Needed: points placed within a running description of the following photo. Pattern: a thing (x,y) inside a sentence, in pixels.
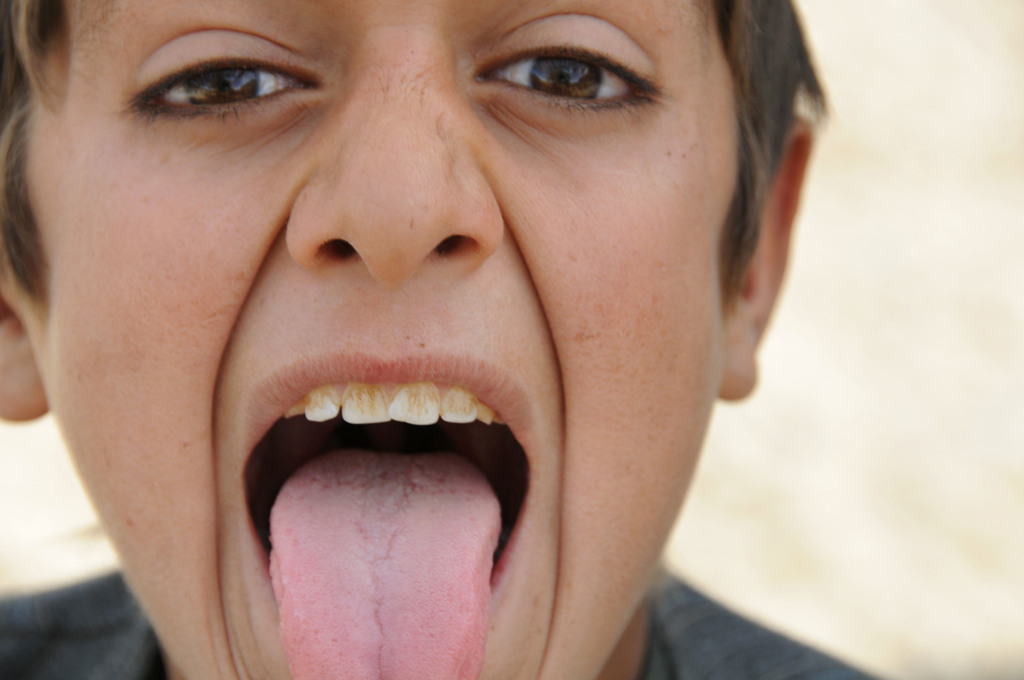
In this picture we can see a person (505,377). Background (58,441) is blurry.
